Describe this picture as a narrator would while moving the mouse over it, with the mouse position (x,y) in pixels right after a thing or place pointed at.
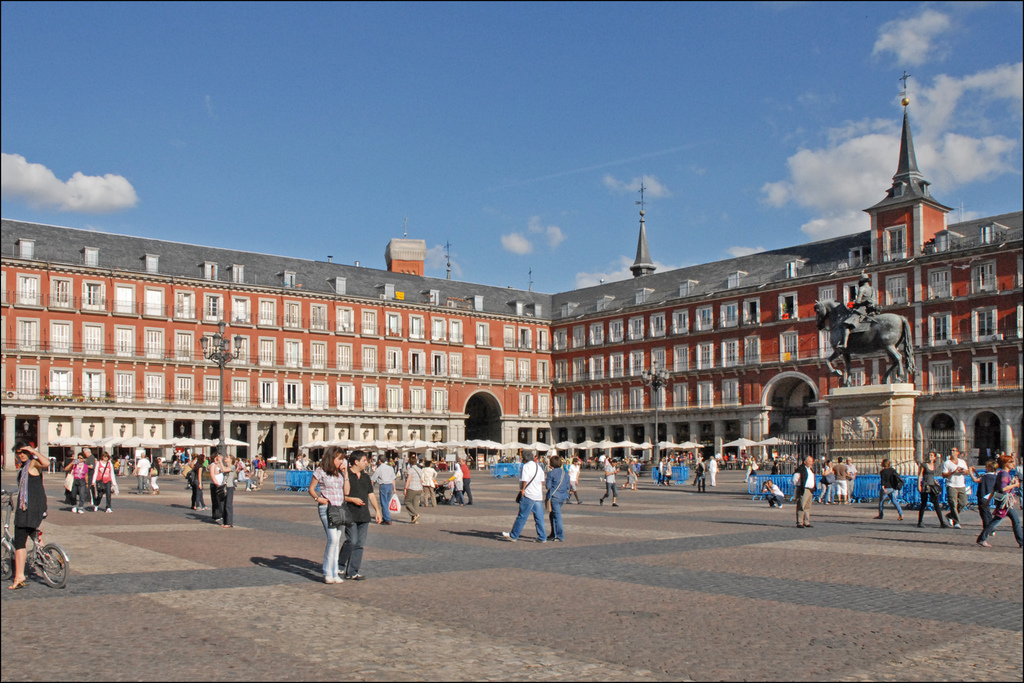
In this picture we can see some people (558,478) walking here, on the left side (32,492) there is a person (33,505) standing beside the bicycle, in the background (722,439) there is a building (585,353), we can see windows (680,354) of this building (498,344), there is a pole (219,373) and lights (223,350) here, there is a statue (852,339) here, there is sky (380,70) at the top of the picture (332,41), we can see fencing panel (901,496) here.
